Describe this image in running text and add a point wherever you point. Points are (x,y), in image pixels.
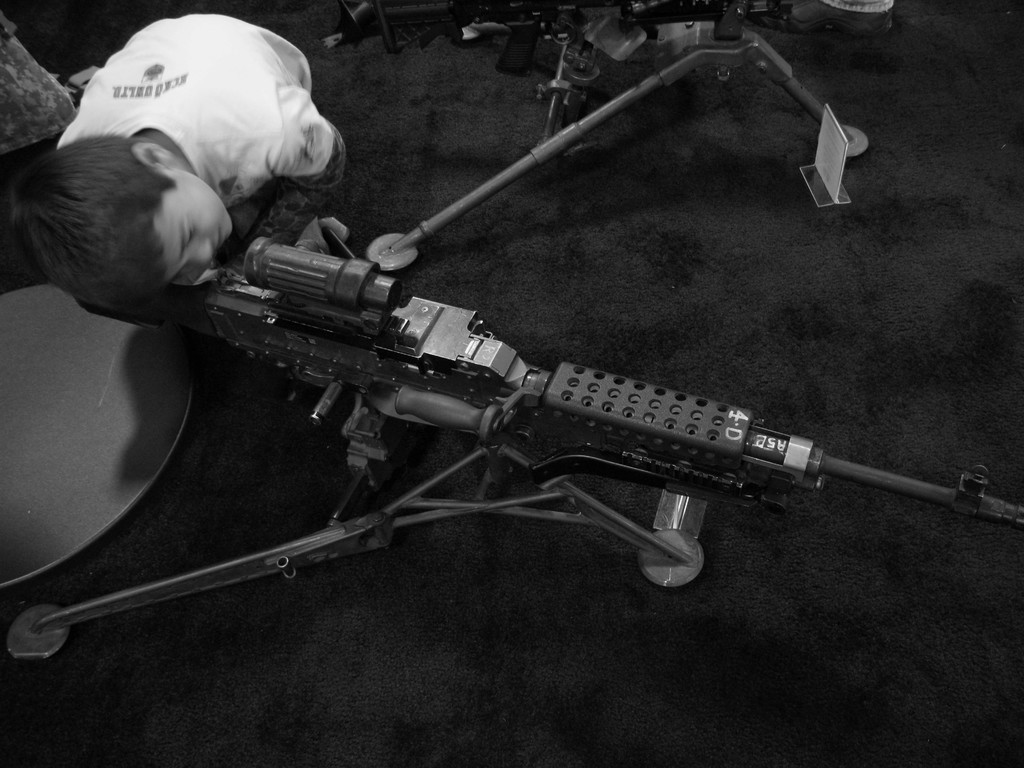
In the image we can see there is a kid (259,168) crouching and he is peeking through the rifle (557,419) which is kept on the stand (483,449) and the image is in black and white colour.
